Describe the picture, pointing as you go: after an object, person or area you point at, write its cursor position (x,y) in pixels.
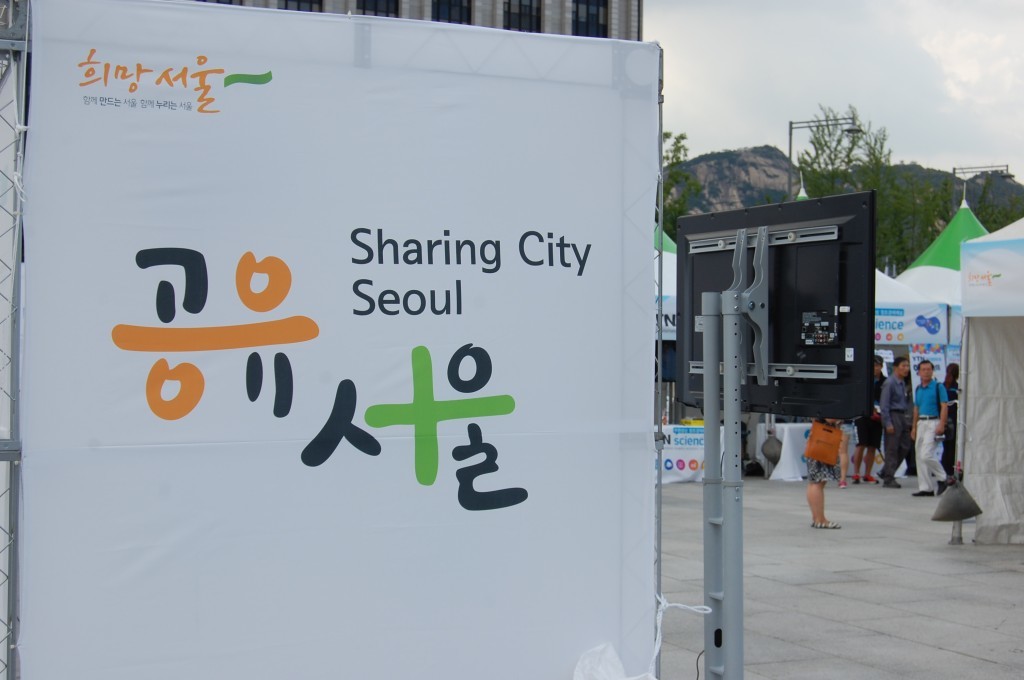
In this image I can see on the left side (226,254) there is a white color cloth (427,318) with different names (391,310) on it. In the middle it looks like a T. V. screen (784,384). At the back side (964,408) few people (950,407) are walking and there are tents (894,305) and trees (928,241). At the top (757,74) it is the sky (787,57).
